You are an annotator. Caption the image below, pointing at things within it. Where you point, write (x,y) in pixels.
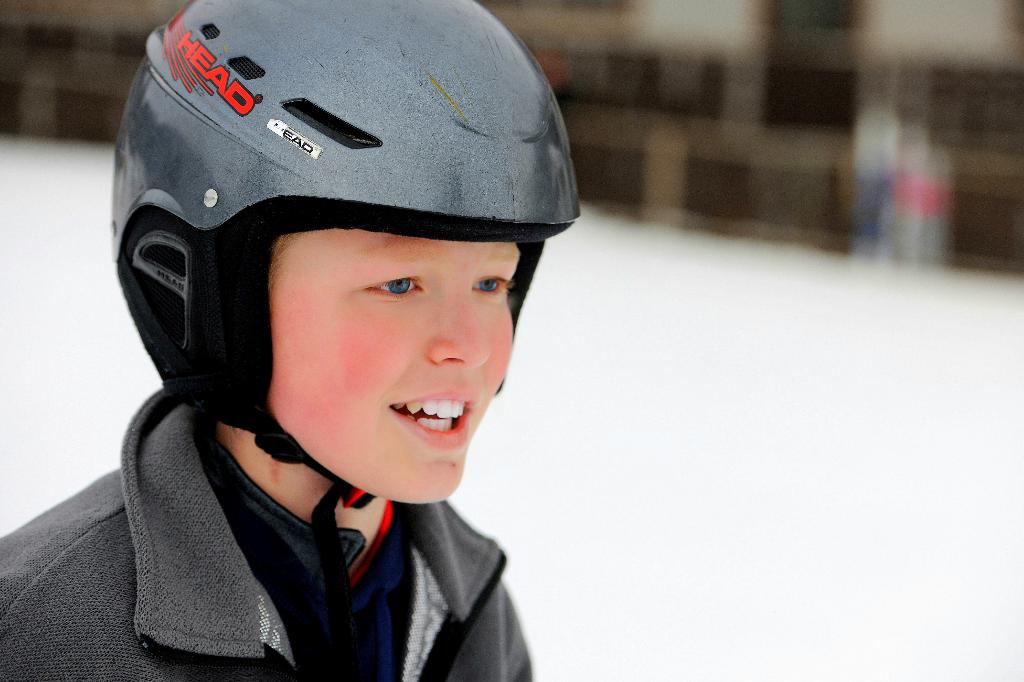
In this image, I can see a boy (321,383) with a helmet (280,193). The background (802,140) looks blurry.
